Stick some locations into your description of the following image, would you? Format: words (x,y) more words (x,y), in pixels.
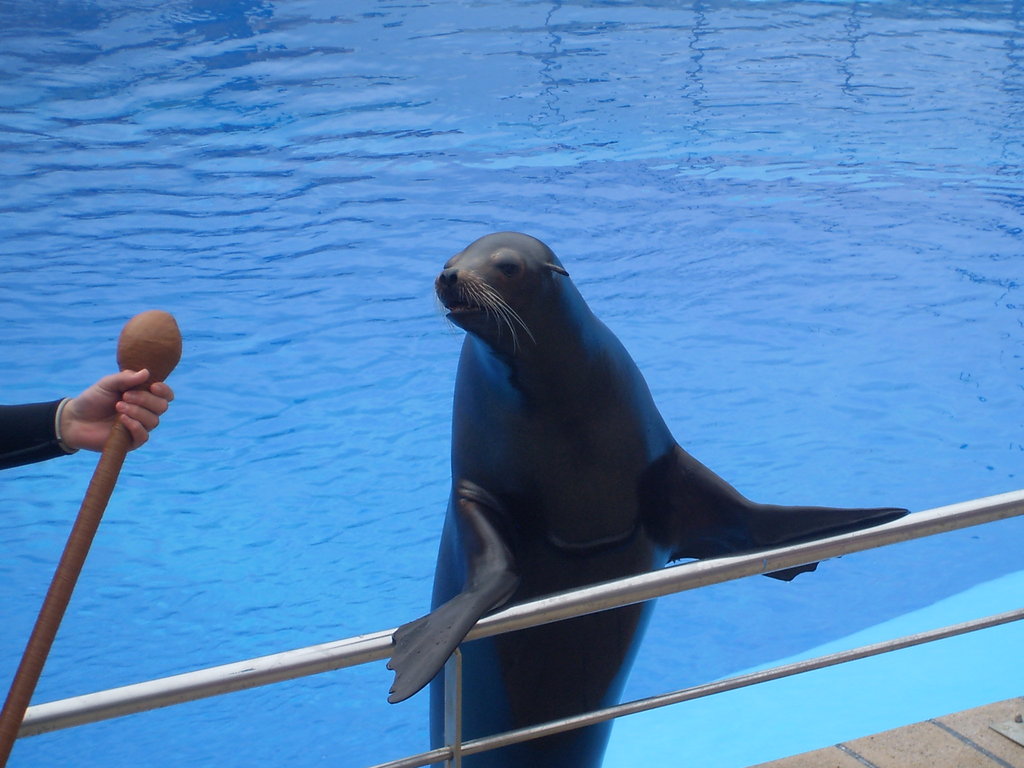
In the picture we can see water (650,270) in the pool (650,270) which is blue in color and near it, we can see railing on it, we can see a sea lion (566,469) sitting near it holds a railing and beside it we can see a person's hand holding a stick (49,608).
